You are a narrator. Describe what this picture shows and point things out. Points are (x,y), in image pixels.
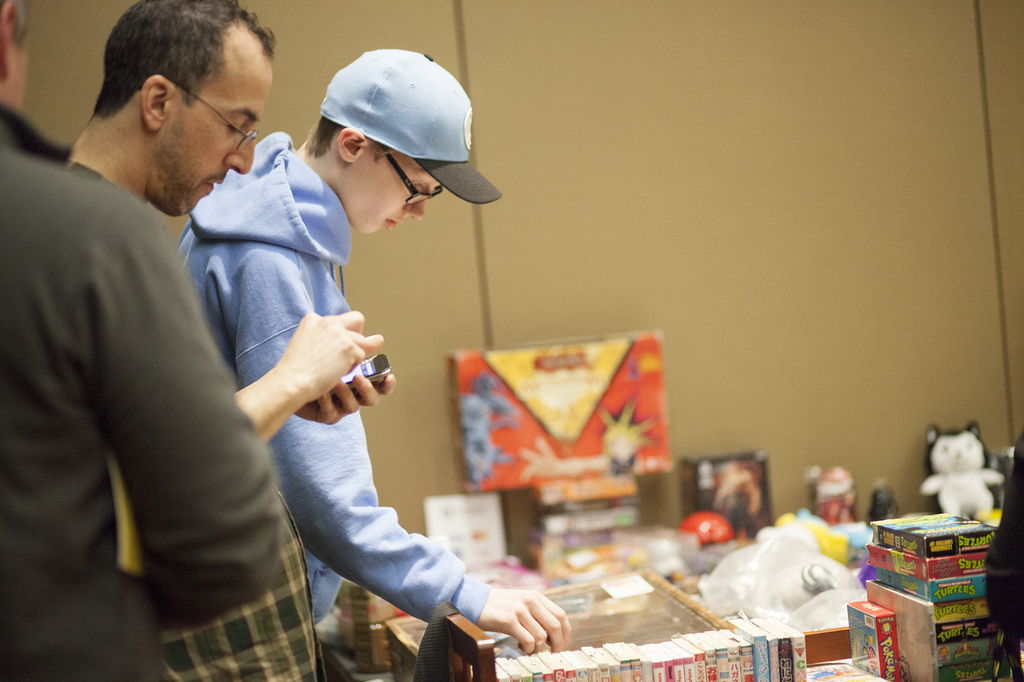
In this image there are three men (270,254), one of them is operating a mobile phone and the other one is looking on to the books (652,643) which are in front of him and there are a few other items (576,565) in front of him.
